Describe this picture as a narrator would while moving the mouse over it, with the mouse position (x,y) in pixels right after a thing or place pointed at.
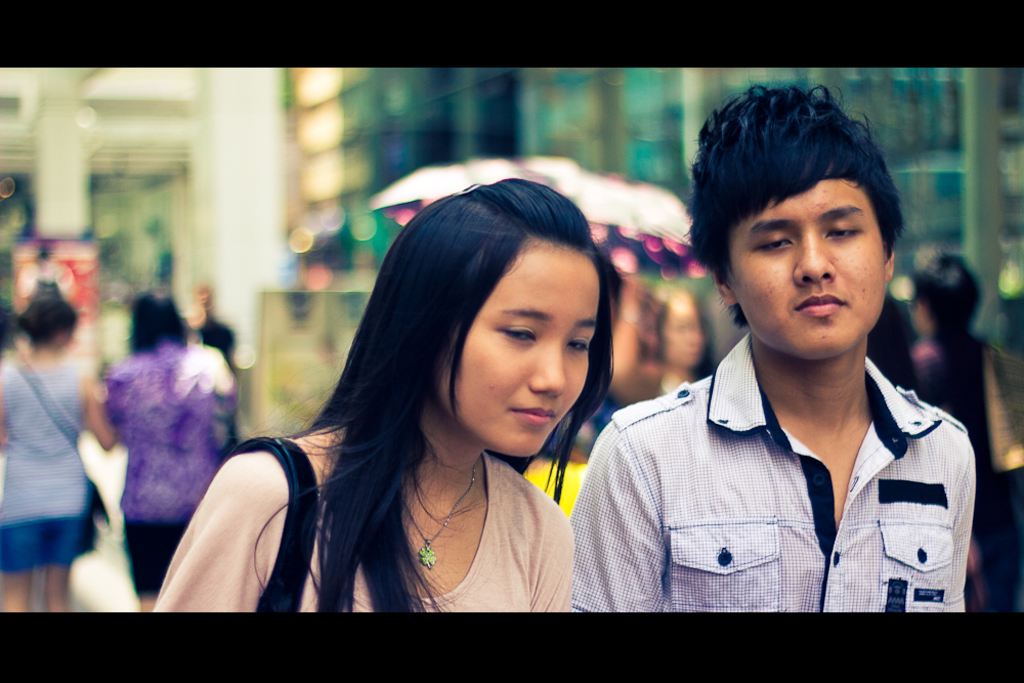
In this image we can see two persons (241,489) are standing, here a boy (730,436) is wearing the shirt (744,439), at back (20,415) here are the group of people (184,375) walking, here it is blurry.
